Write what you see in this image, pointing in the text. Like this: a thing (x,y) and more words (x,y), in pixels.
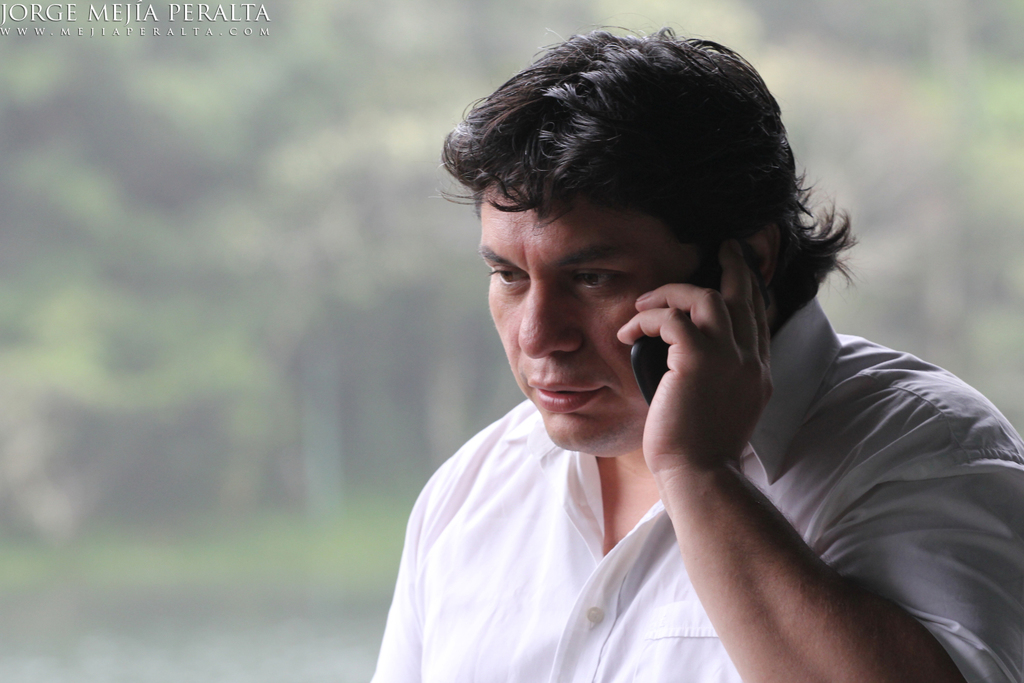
In this image in the middle (564,369), there is a man (577,339), he wears a white shirt (556,558), he is holding a mobile (658,363). At the top (143,23) there is a text (140,31). In the background (237,229) there is greenery (243,326).
